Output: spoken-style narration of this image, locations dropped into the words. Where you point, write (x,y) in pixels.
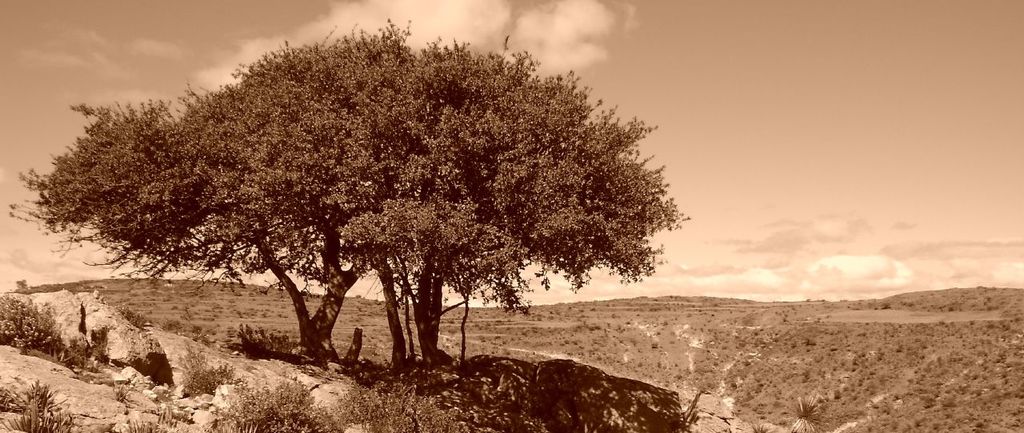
This is an edited image. There is a tree (395,220) in the middle (353,237). There are so many bushes (398,422) at the bottom (414,427). There is sky (543,47) at the top (468,32).
